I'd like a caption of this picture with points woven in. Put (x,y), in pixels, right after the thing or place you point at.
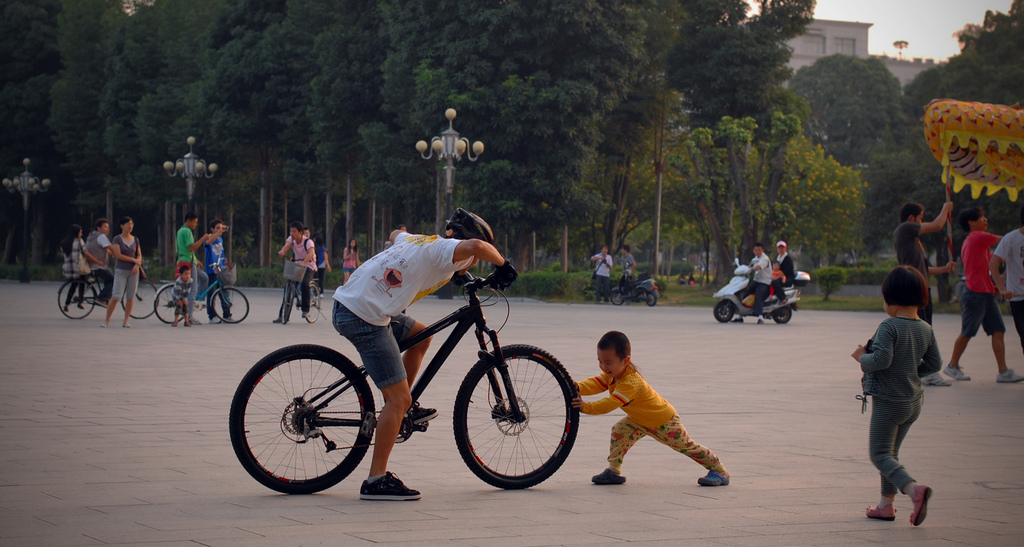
A small boy (637,404) is pushing the cycle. And a person (397,291) wearing a white shirt (407,269) and a helmet (461,230) is sitting on the cycle (408,339). In the background (220,263) there are some people (209,256) with cycle (215,283). And also a two persons (757,293) and child (771,281) is sitting on a scooter (738,302). A girl (883,357) is walking on the ground (839,402). In the background (463,124) there are some trees (172,109) and three street lights (191,161) are over there.
